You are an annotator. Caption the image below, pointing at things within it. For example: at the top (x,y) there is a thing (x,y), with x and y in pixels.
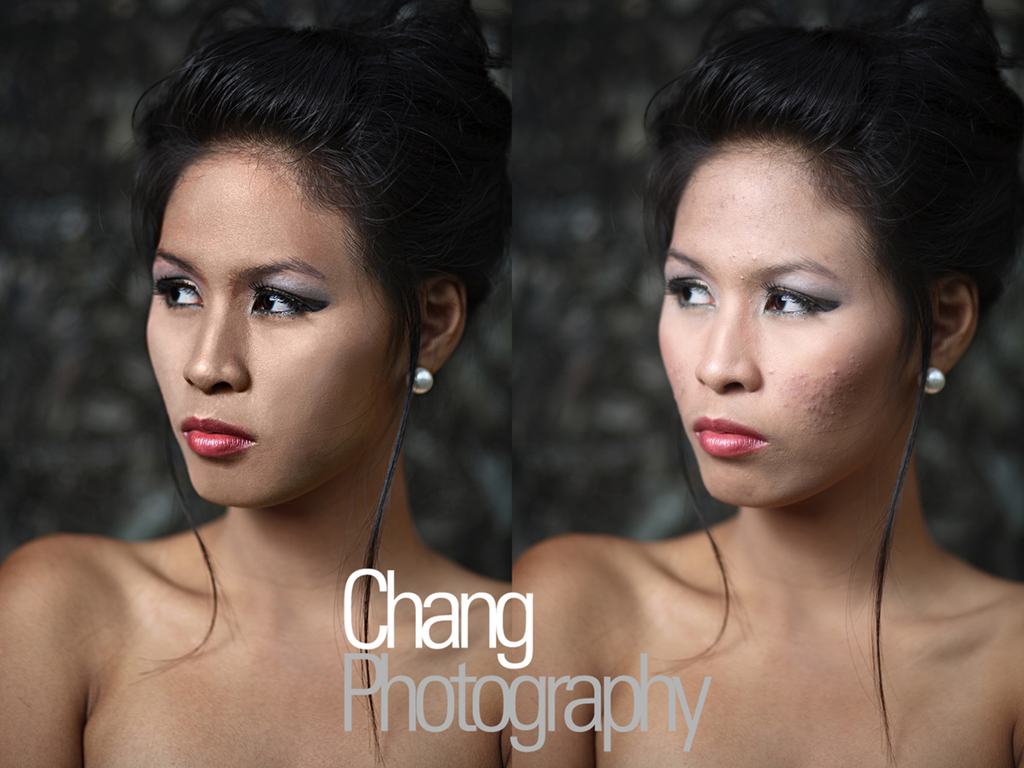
This picture shows collage of couple of pictures and we see a same woman (688,336) in both the pictures and we see text (345,722) at the bottom (346,709).
